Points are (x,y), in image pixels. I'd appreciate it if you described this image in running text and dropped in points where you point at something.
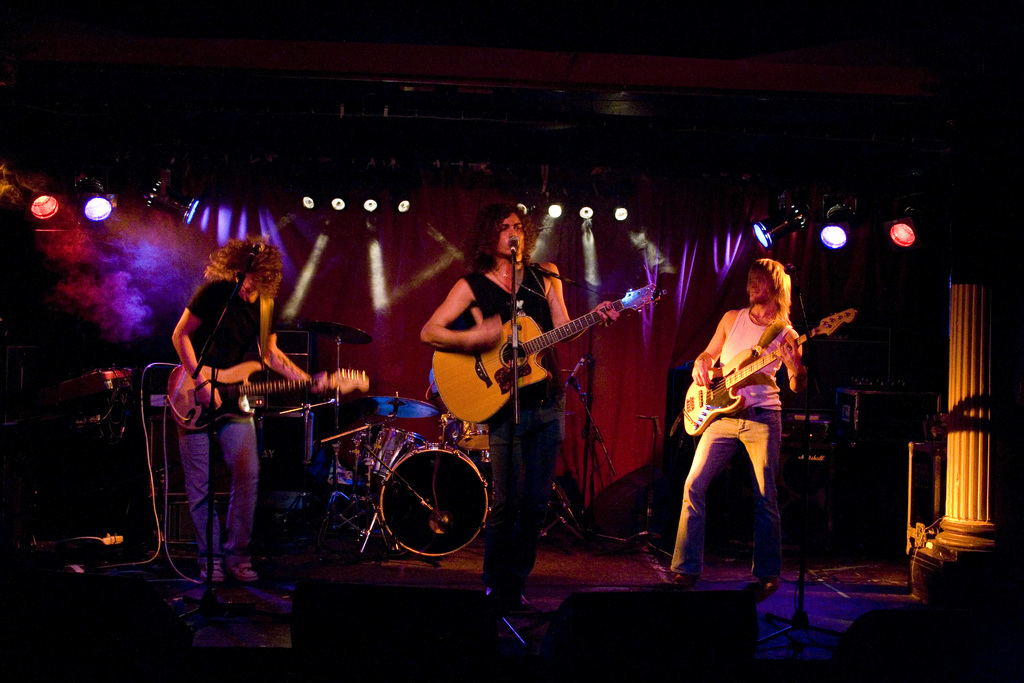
In the middle of the image (584,317) a man (525,220) is standing and playing guitar (532,330) and singing. Bottom right side of the image (695,541) a man (685,493) playing guitar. Bottom left side of the image (192,515) a man (294,365) playing guitar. At the top of the image (697,0) there is a roof (617,98) and lights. In the middle of the image (371,425) there is a drum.
